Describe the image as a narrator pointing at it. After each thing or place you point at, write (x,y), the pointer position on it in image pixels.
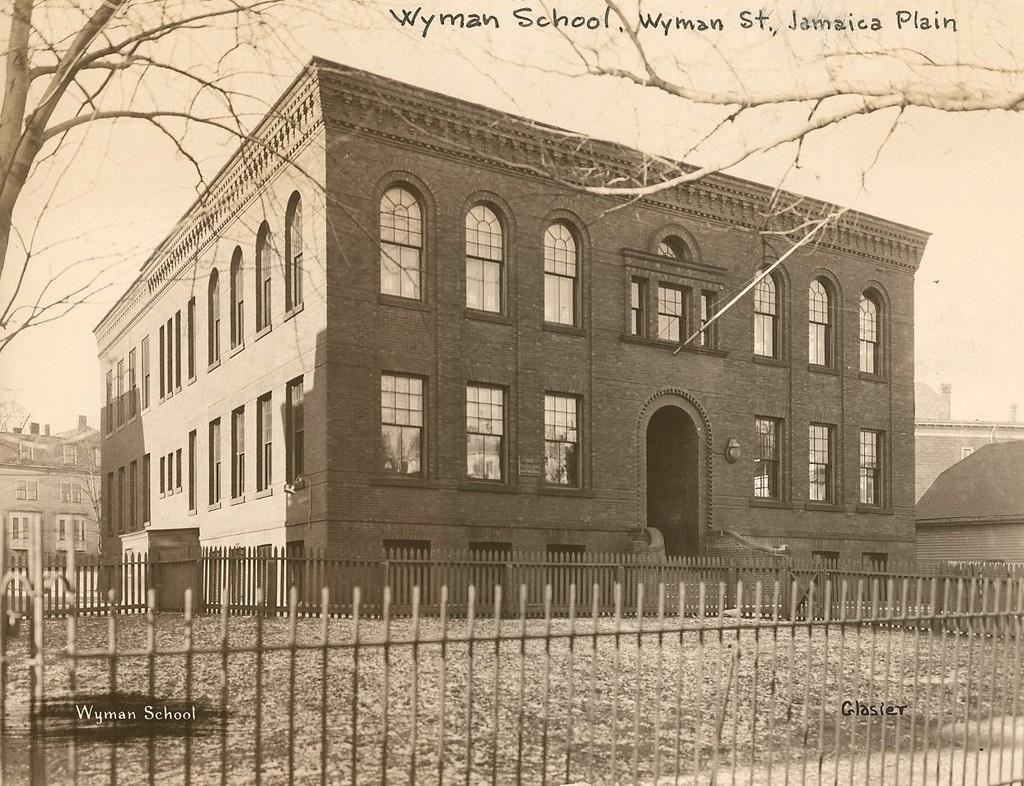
This is a black and white image. At the bottom of this image (260,724) I can see the fencing (259,705). In the background (327,439) there are some buildings (593,472). At the top (62,65) I can see trees (32,75). At the top of this image (642,28) I can see some text (759,25) in black color.
